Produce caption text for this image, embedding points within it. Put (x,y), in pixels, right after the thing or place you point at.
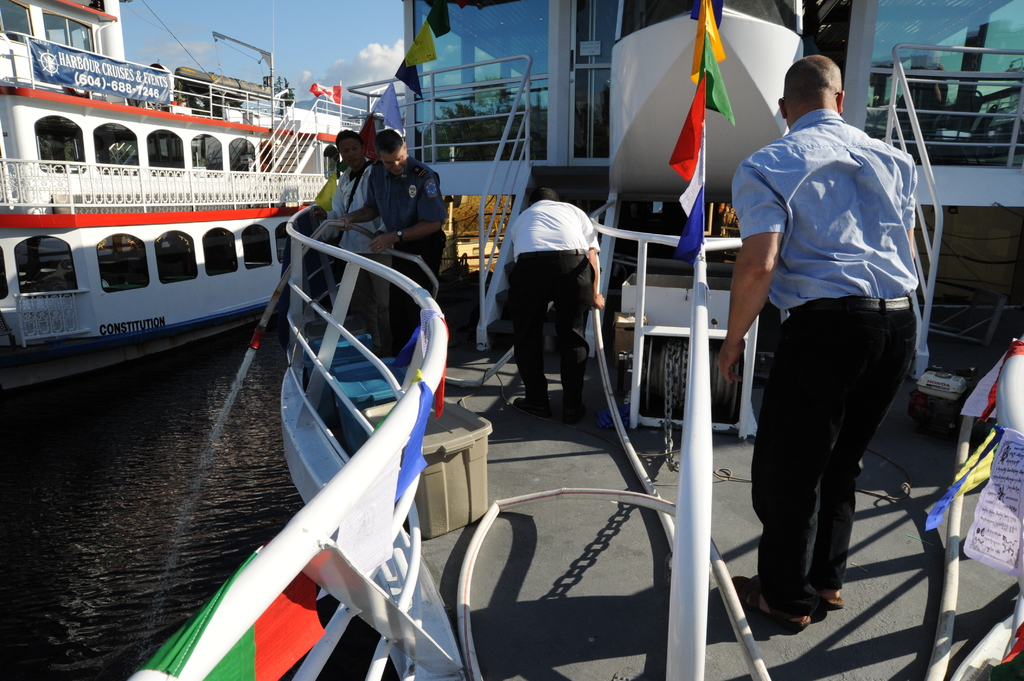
In this image there is a harbor (177,491) in that harbor (167,490) there are two ships (115,305) in one ship (624,354) there are four men (431,262), in background (351,37) there is a blue sky (284,28).
